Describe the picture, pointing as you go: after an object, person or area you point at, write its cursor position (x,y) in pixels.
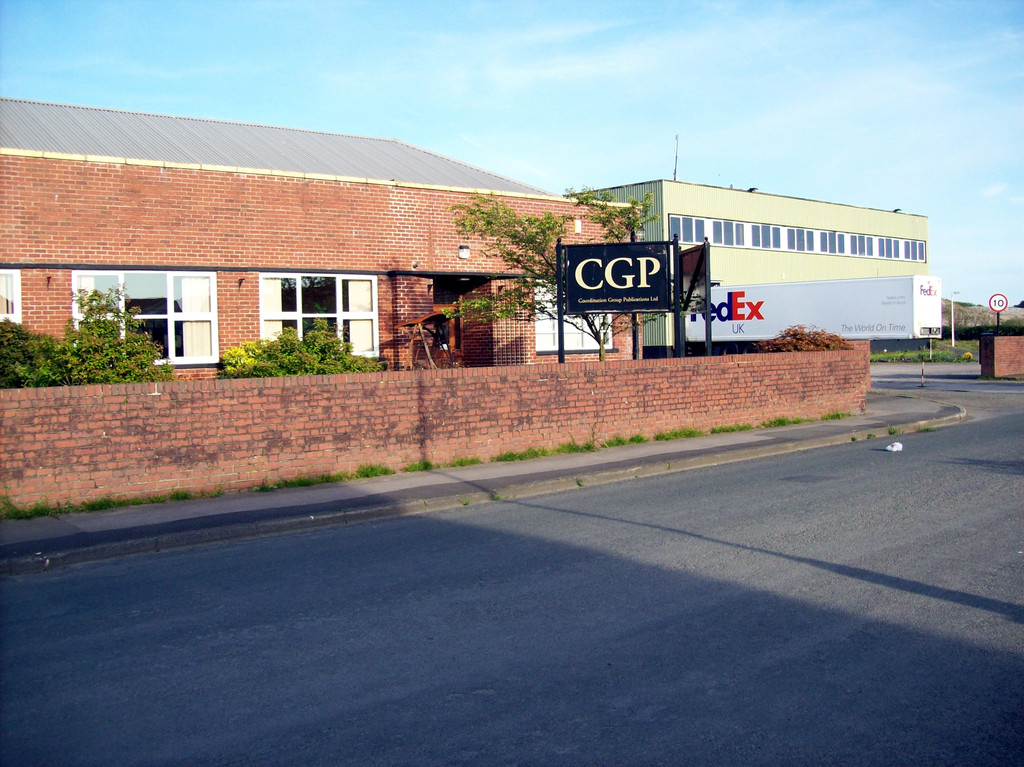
In this picture I can see buildings (753,237) and few trees (274,353) and couple of boards (705,287) with some text (610,277) on them and i can see a brick wall (520,367) and a truck box (796,306) with some text (742,299) on it and i can see a caution board (1003,307) to the pole (1000,328) and a blue cloudy sky (748,77).
